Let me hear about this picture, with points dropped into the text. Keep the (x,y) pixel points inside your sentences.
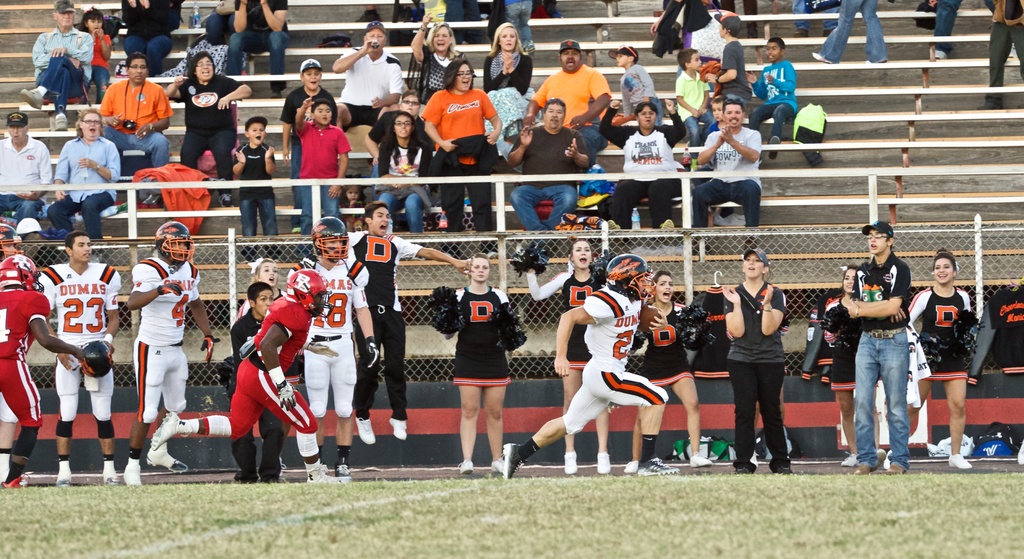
In this image we can see people (363,94) sitting and standing on the staircase (363,126), fences (301,258) and people (577,355) standing and running on the ground (730,470).
